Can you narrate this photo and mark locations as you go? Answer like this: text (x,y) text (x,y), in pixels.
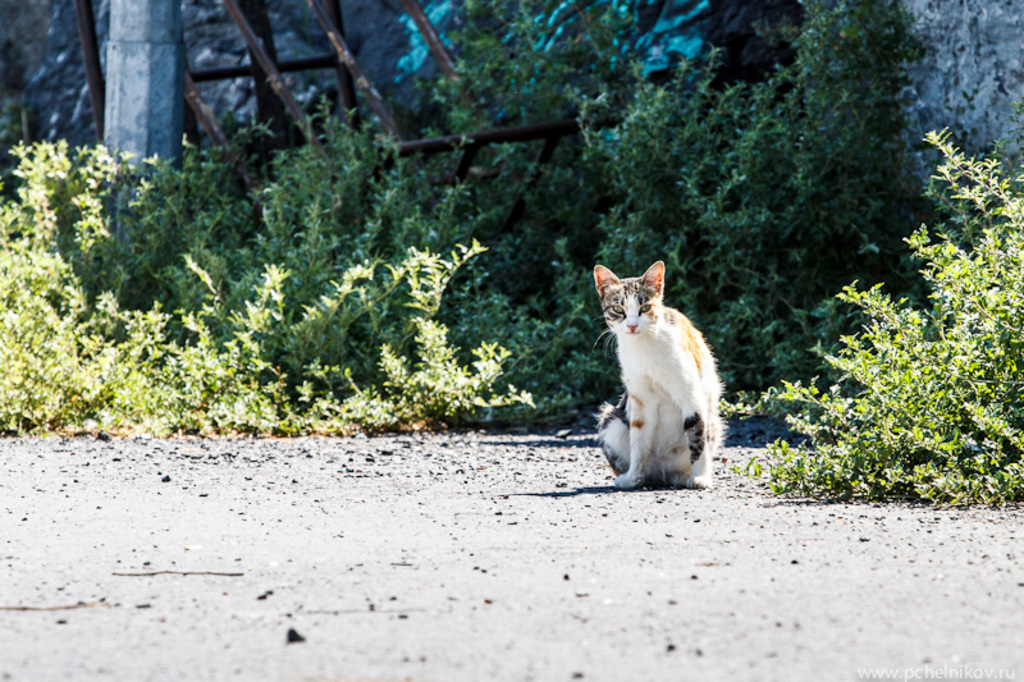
In the picture we can see a surface (706,551) on it, we can see a cat (672,464) is sitting, it is white in color with some part (613,303) gray in color and beside the cat (656,462) we can see some plants (910,391) and behind the cat (656,436) we can see full of plants (300,259) and a pole (136,140) and some things (488,135) are placed beside it.
